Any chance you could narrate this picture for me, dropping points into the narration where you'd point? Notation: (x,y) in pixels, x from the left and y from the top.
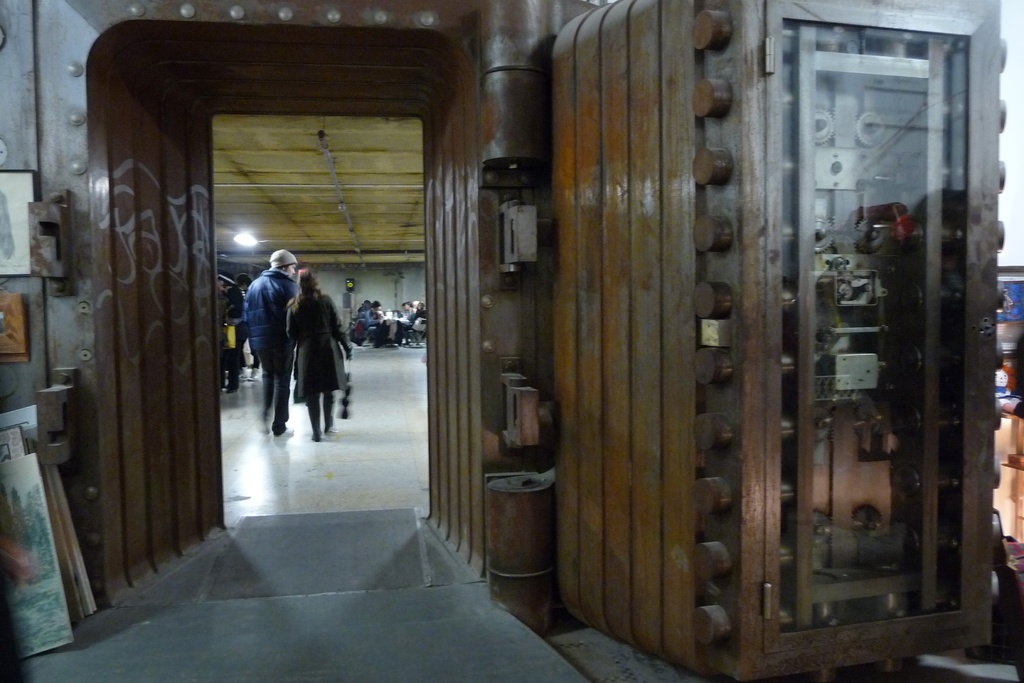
In the middle (351,357) a man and woman (314,328) are walking, there is a light (246,234) at the top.
